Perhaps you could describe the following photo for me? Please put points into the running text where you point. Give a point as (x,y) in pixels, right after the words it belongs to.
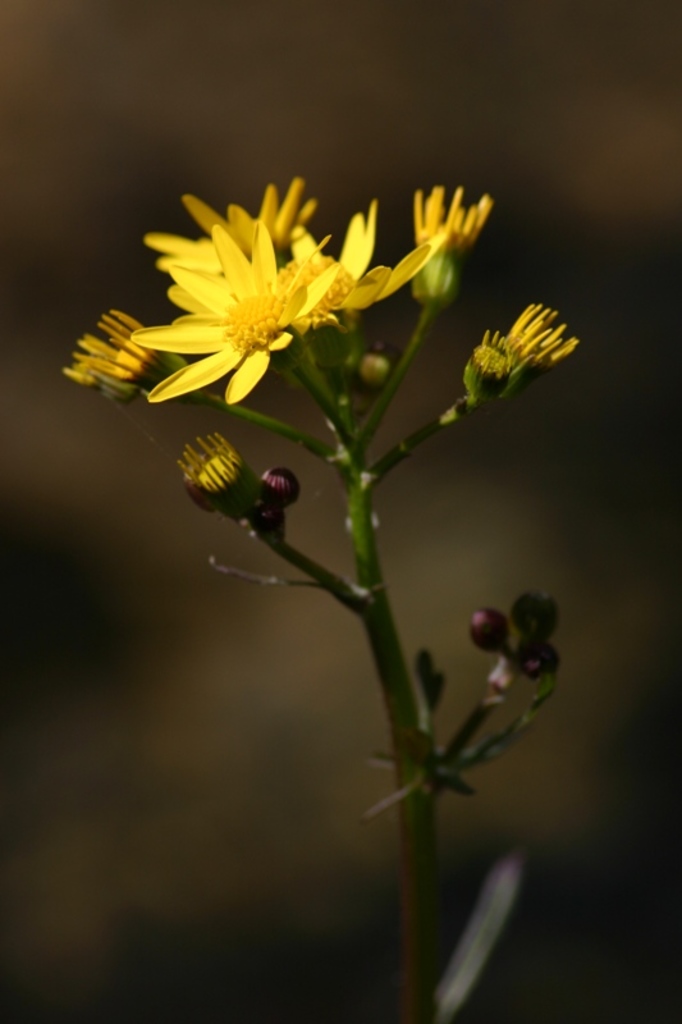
In the center of the image (257,582) we can see a plant (466,404), flowers (247,291) and buds (273,523). In the background (280,745), the image is blurred.
